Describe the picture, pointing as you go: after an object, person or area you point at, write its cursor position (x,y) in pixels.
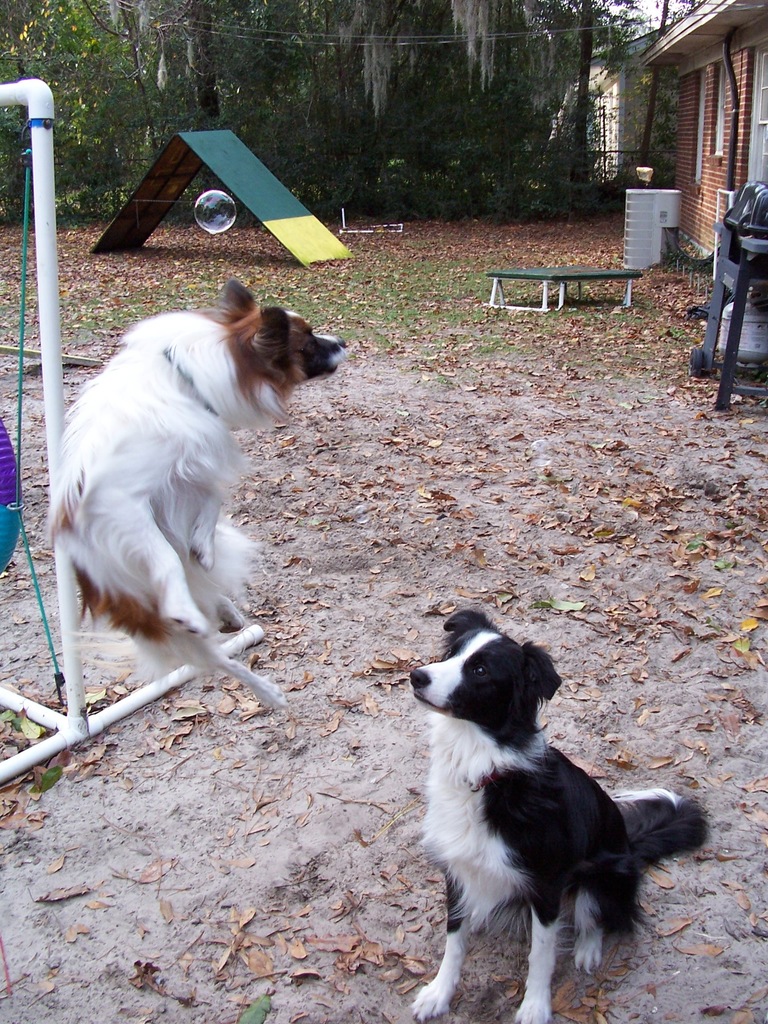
In the center of the image (441,669) we can see two dogs (452,792). In the background (571,275) there is a ramp (180,178) and a bench (527,273). On the right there is a building (693,218). In the background (471,173) there are trees (205,98) and a pole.
